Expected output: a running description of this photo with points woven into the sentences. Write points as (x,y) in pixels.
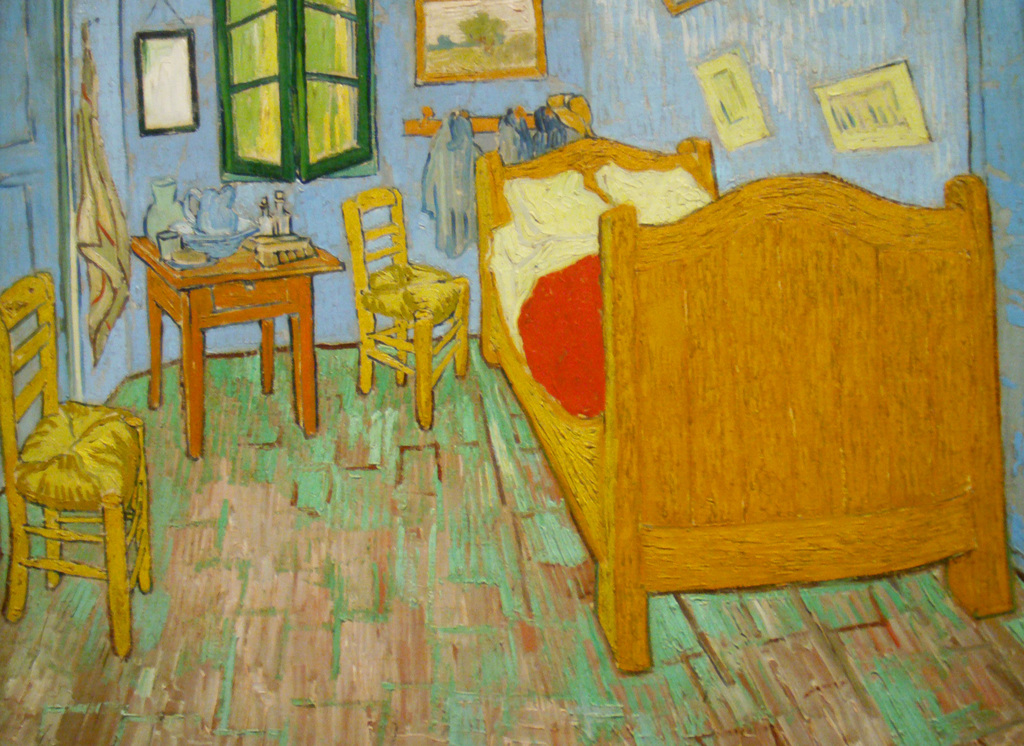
This is a painting, in this image there is a bed (519,249), chairs (467,280), table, window (306,110), photo frames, door (34,79) and wall (914,178). At the bottom (394,606) there is floor (366,667).
